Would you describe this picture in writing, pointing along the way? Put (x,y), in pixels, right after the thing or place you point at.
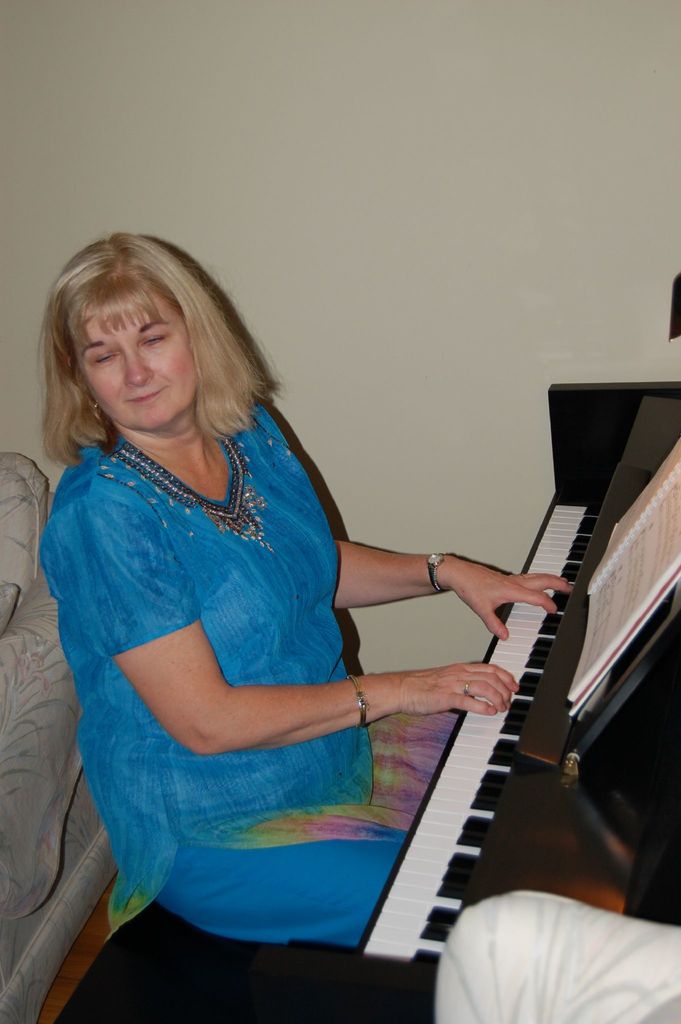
In this image we can see a lady (270,560) wearing blue dress (308,743) is sitting and playing piano (595,736).
